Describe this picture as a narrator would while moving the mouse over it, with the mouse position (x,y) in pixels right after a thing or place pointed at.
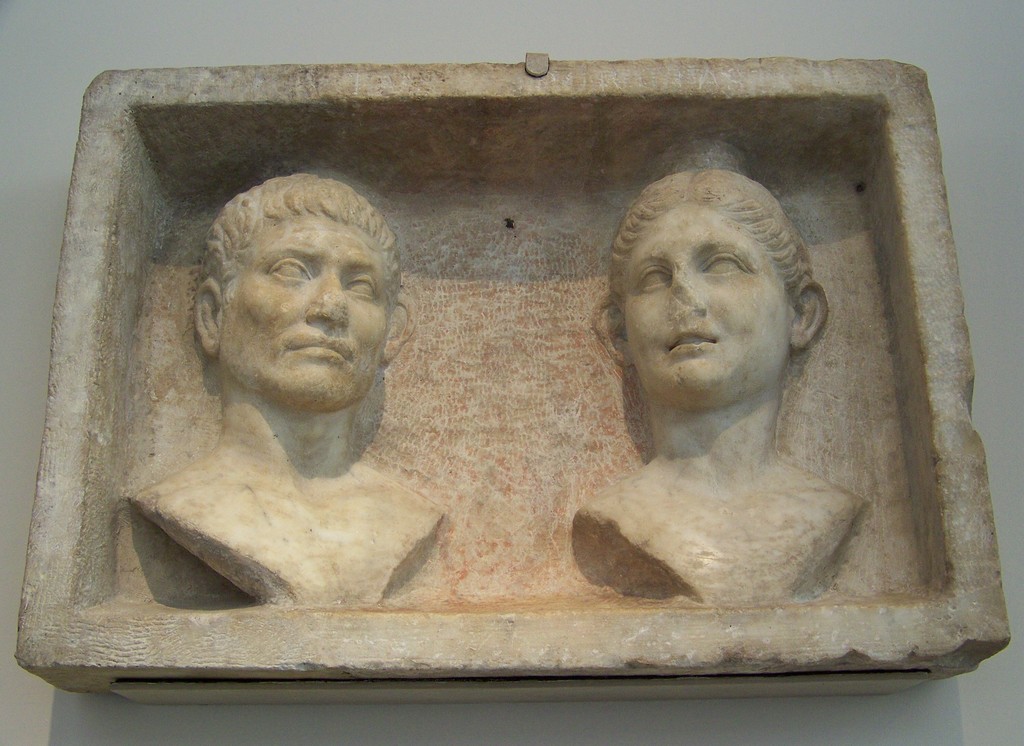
In this image we can see a stone carving (697,229) placed on the surface (998,443).
